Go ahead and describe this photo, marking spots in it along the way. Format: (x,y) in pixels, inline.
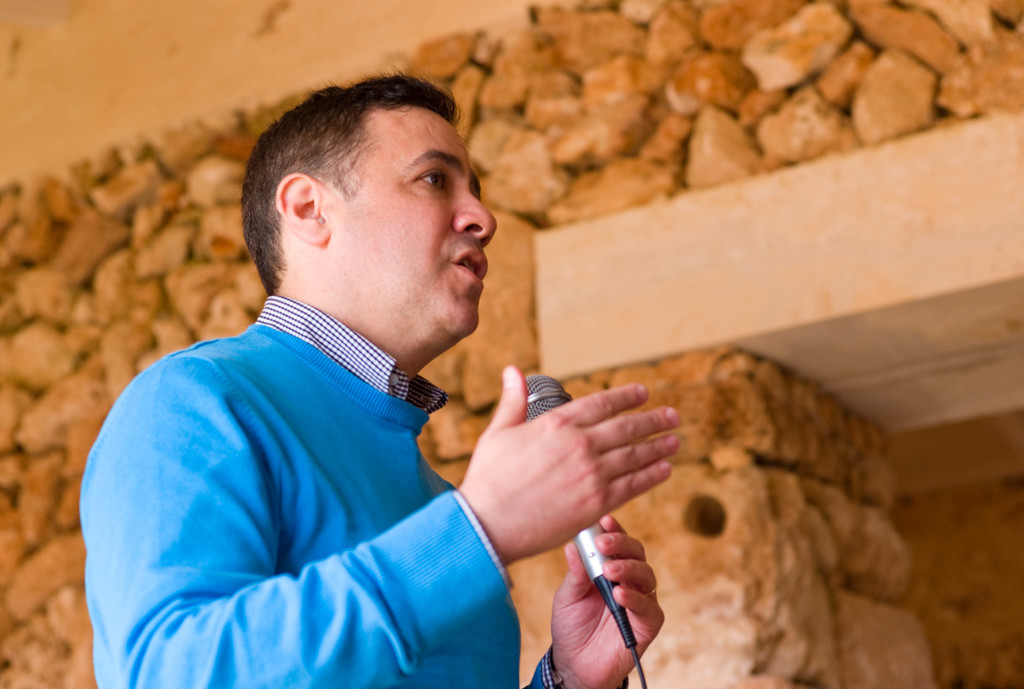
In this picture I can see a person (557,501) holding mike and talking.
